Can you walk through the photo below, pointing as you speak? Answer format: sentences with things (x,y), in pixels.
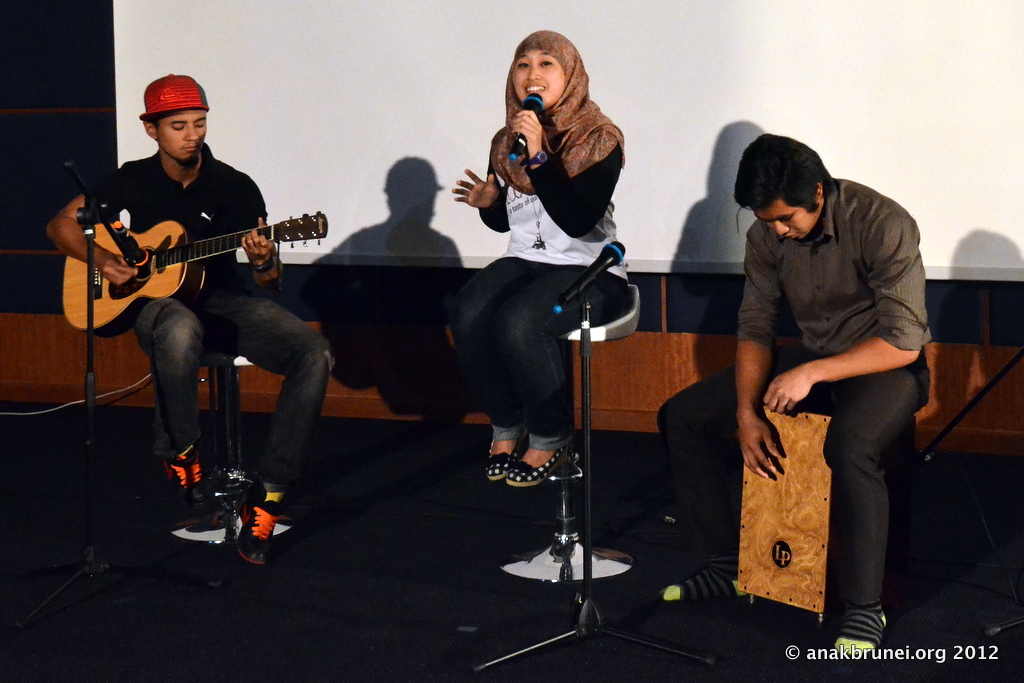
In the image we can see three persons (898,287) were sitting. And on the left side (218,282) we can see man (214,276) holding guitar (159,279), in front of him we can see microphone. In the center (557,281) we can see woman (556,279) she is holding microphone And she is smiling. And on the right side (797,256) man (843,310) on the front of him we can see drum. Coming to the background (715,55) we can see the board (901,154).
